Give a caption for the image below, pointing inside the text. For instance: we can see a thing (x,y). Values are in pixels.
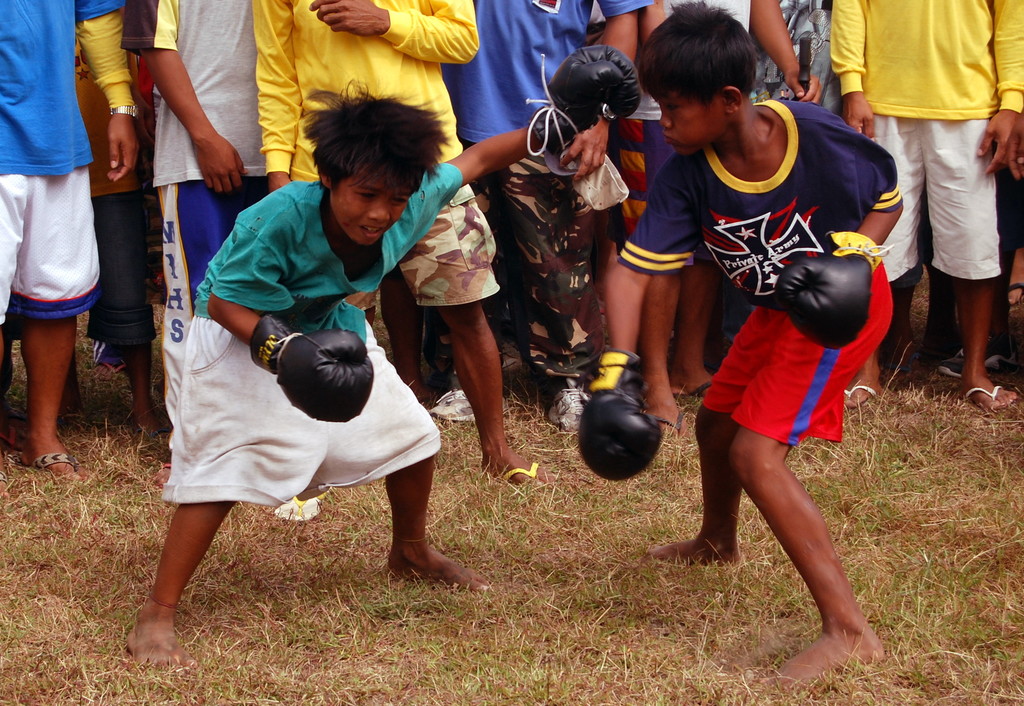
In this image two kids (687,256) are participating in boxing, background (928,59) people (378,56) are watching them.
